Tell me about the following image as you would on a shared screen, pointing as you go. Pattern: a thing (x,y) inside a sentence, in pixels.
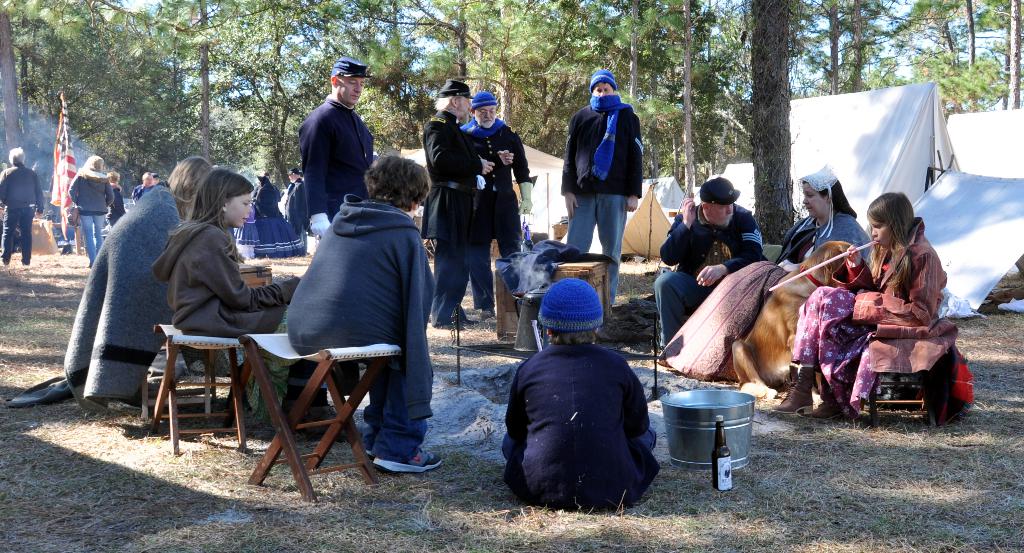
This is an outside view. Here I can see few people (195,296) are sitting on the chairs (265,380), few are sitting on the floor (541,510) and few are standing. In the background (568,44) I can see trees (91,50) and white color tents (881,159). Everyone are wearing jackets (403,306). On the right side (783,304) there is a dog (779,338).
